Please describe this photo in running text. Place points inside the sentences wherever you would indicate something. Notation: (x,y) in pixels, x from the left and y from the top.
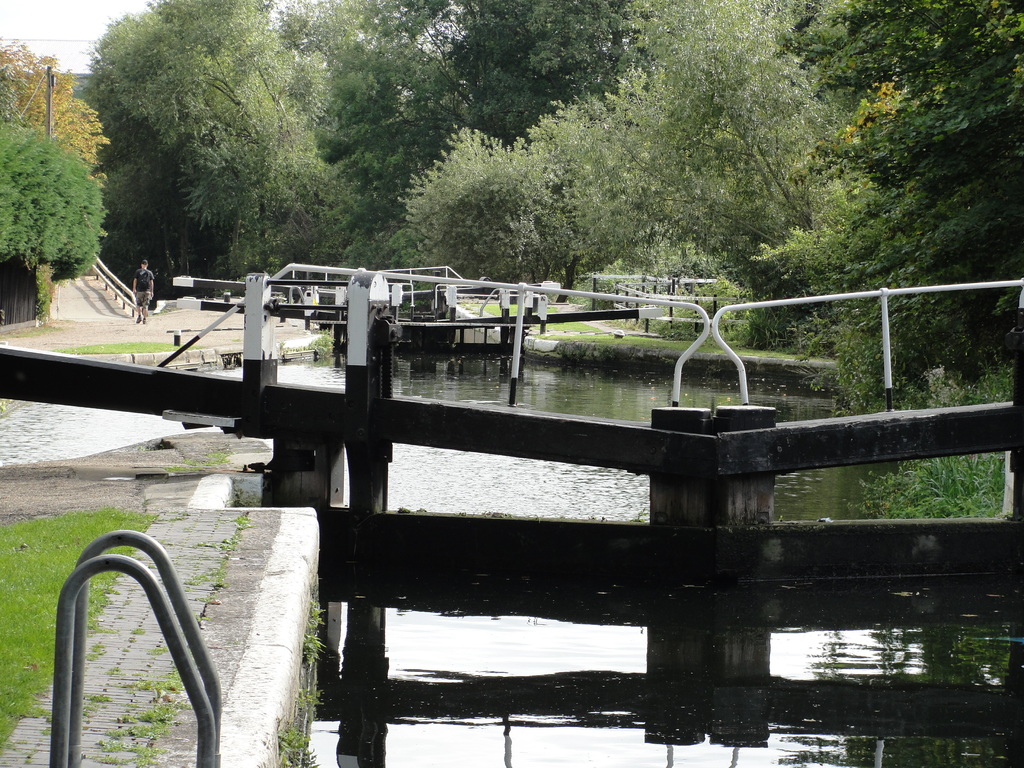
In this image in front there is a metal fence (658,530). In the center of the image (535,379) there is water (528,474). On the left side of the image (103,297) there are stairs (93,280). There is a person (144,307) standing on the pavement (154,319). In the background of the image (482,88) there are trees (444,81). At the bottom of the image (53,552) there is grass (52,539) on the surface (54,541).
